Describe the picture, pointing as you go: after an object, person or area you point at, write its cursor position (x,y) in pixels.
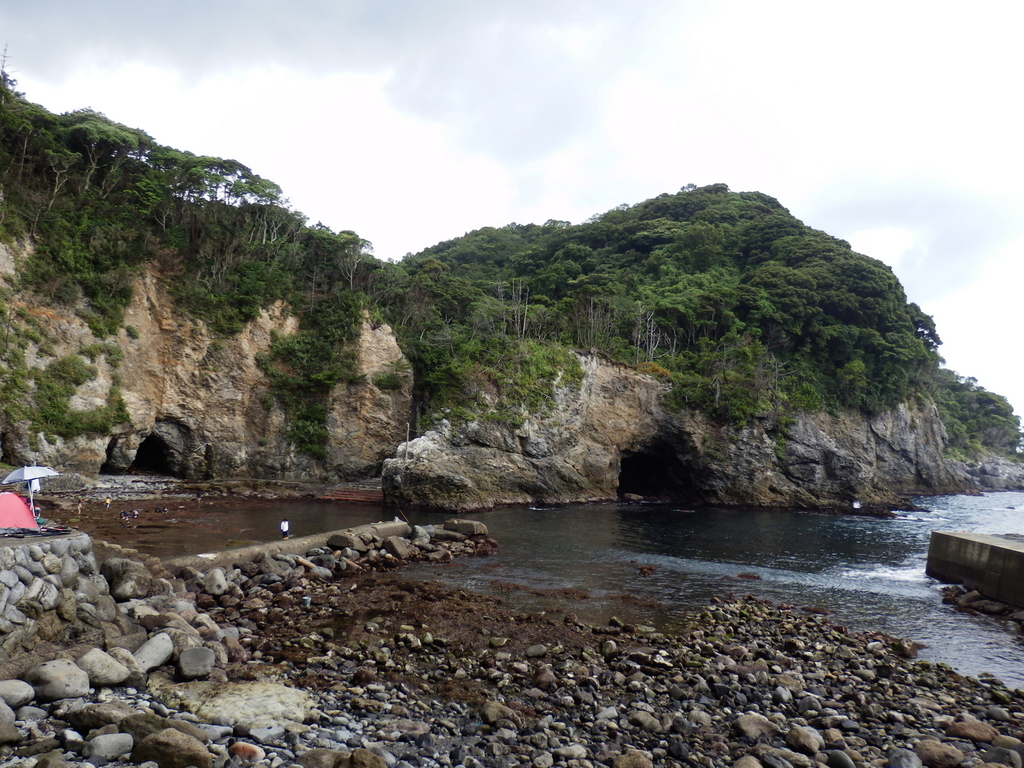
In this picture we can see water (798,543) on the right side (764,540), there are some stones (663,716) and rocks (244,720) at the bottom (116,720), on the left side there is an umbrella (29,478), we can see some trees (77,188) in the background (737,310), there are two tunnels (665,486) at the bottom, we can see the sky (679,51) at the top of the picture (683,53).
